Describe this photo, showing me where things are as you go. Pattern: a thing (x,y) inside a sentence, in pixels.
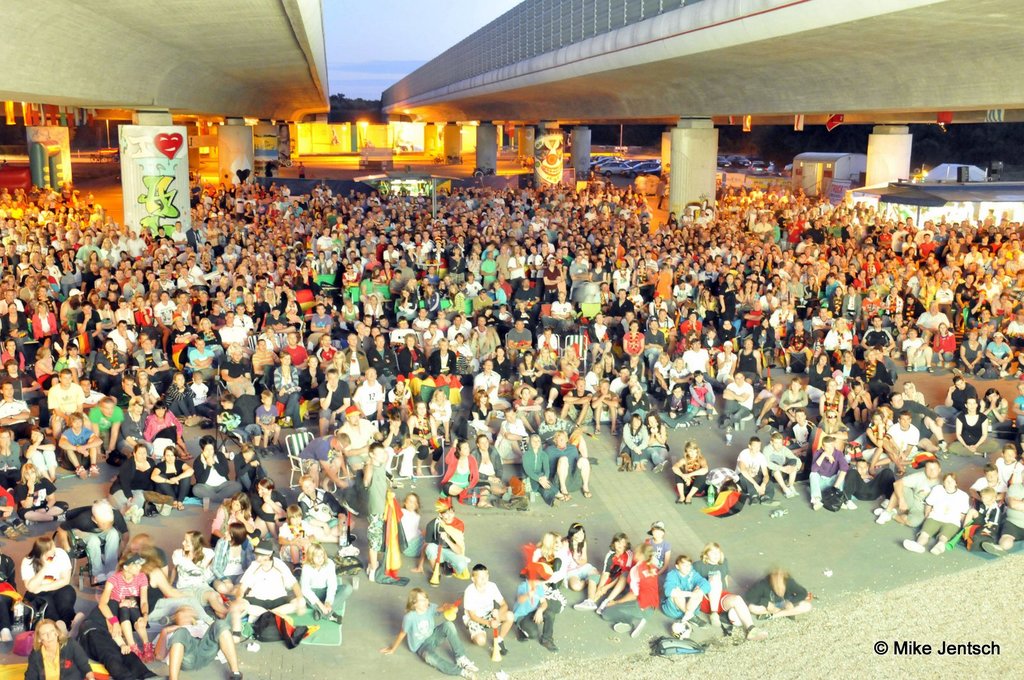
In the image there is a huge crowd (430,318), there are architectures (298,33) on the left side (271,42) and right side of the image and under the architectures (143,103) there are pillars (239,121).
